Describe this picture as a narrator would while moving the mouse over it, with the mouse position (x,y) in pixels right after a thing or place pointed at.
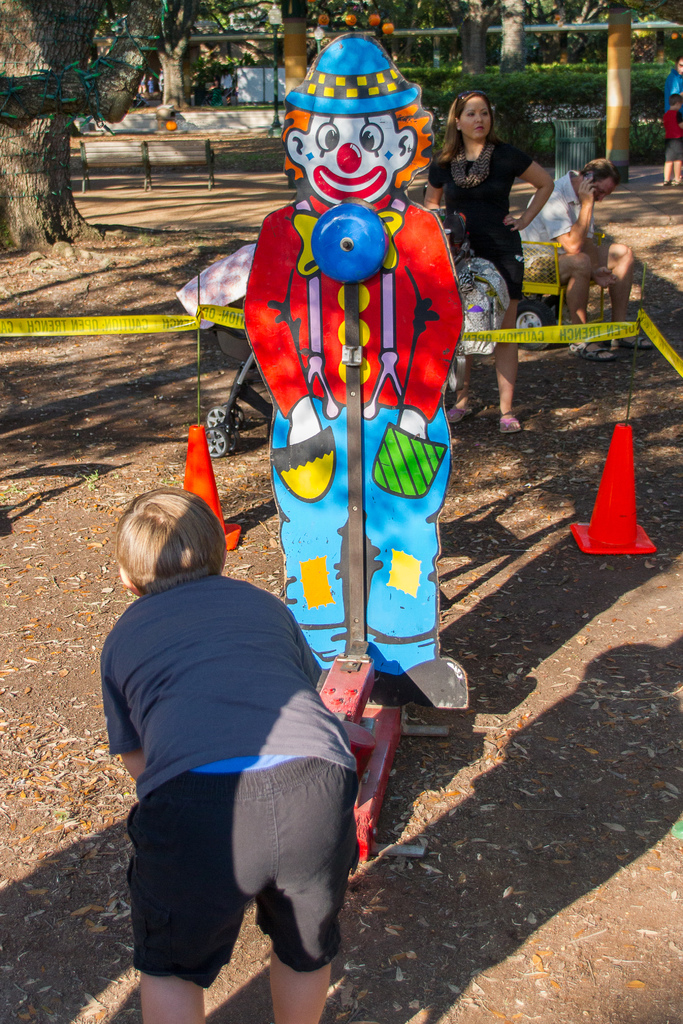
In this picture we can see a boy (244,744) standing in the park (270,492). Behind there is a cartoon cardboard statue (395,391). In the background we can see a woman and some trees (7,247).
